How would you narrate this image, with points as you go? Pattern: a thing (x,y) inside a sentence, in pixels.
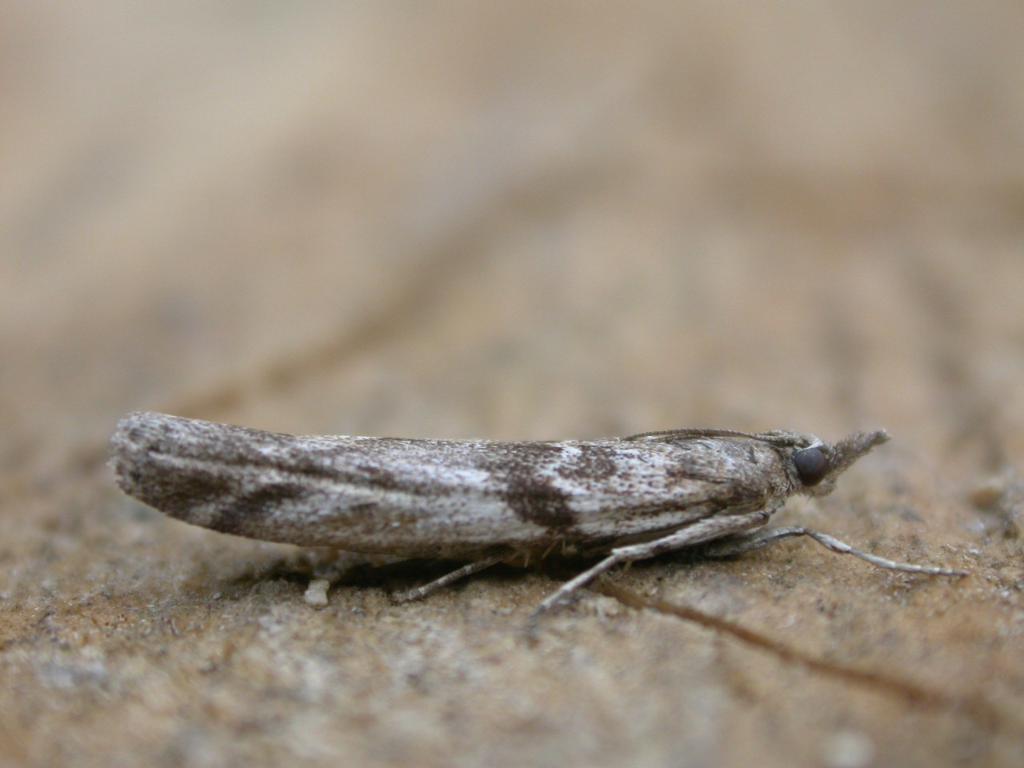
This is a zoomed picture. In the center (476,500) there is an insect (368,474) seems to be standing on the ground (661,633). The background of the image (19,437) is very blurry.
